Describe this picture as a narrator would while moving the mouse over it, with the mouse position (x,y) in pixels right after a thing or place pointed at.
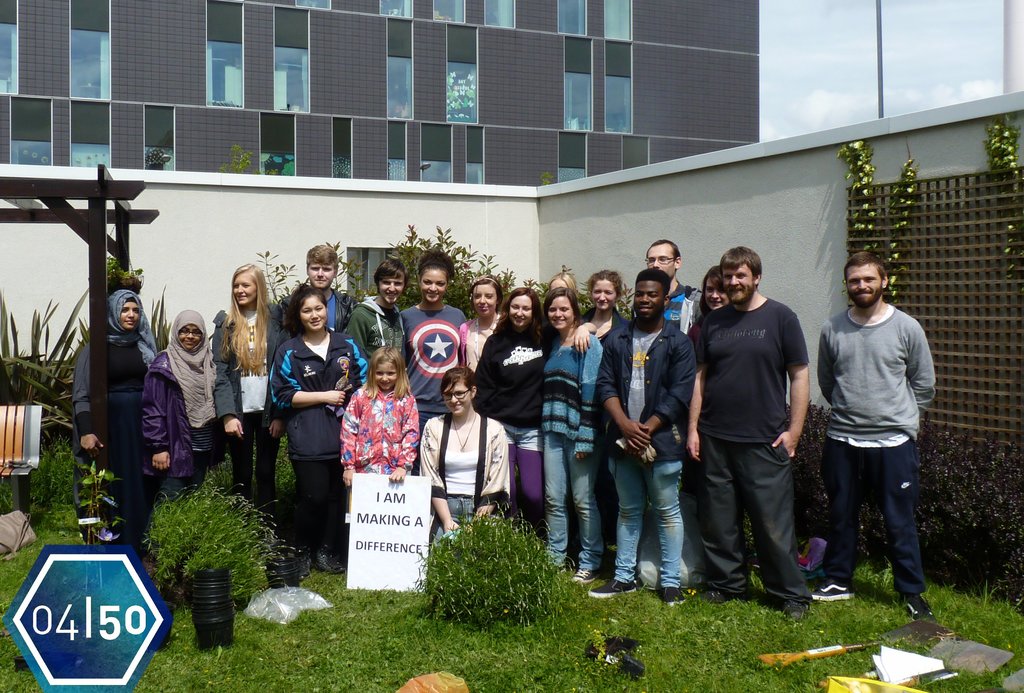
In this image there are people (688,388) standing on the grassland (560,608) having plants (235,565). A girl (369,459) is holding a board (356,515) which is having some text (385,548). Right bottom few objects (825,649) are on the grassland (698,644). Left side (18,419) there is a bench (15,432) under the roof (2,181). There are creeper plants (1012,130) on the wall (731,204). Behind there is a building (440,78). Right top there is sky (829,61), having clouds (835,95).
